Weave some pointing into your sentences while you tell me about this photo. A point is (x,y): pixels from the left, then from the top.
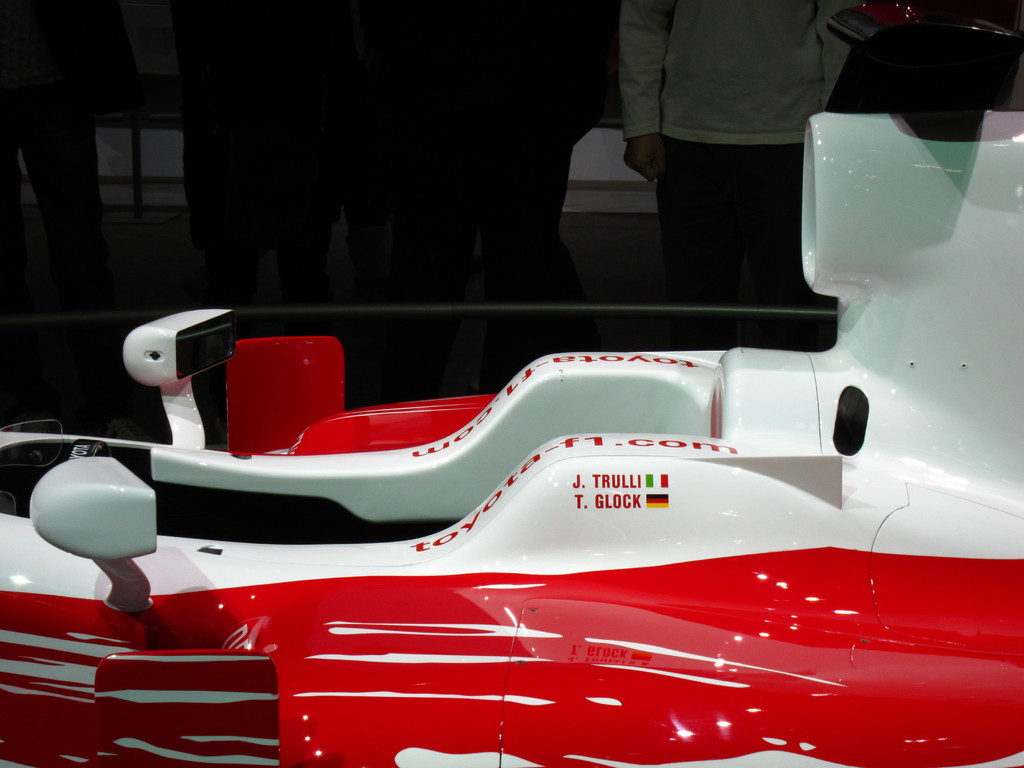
In this picture I can see a red and white color object (638,652). in the background (557,172) I can see people (457,119) are standing. On the object (563,502) I can see something written on it.
